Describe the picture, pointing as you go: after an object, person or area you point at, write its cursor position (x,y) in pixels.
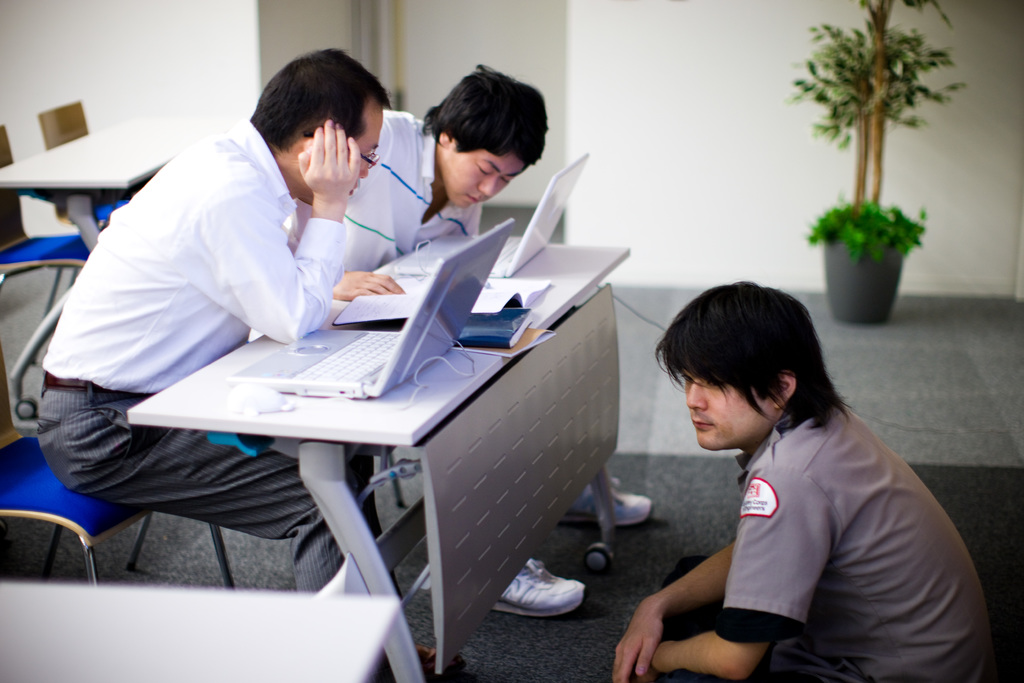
This picture shows two people (317,217) seated on the chairs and working on the laptops (422,351) on the table (602,258) and we see a man (741,379) seated and we see a plant (818,134).
